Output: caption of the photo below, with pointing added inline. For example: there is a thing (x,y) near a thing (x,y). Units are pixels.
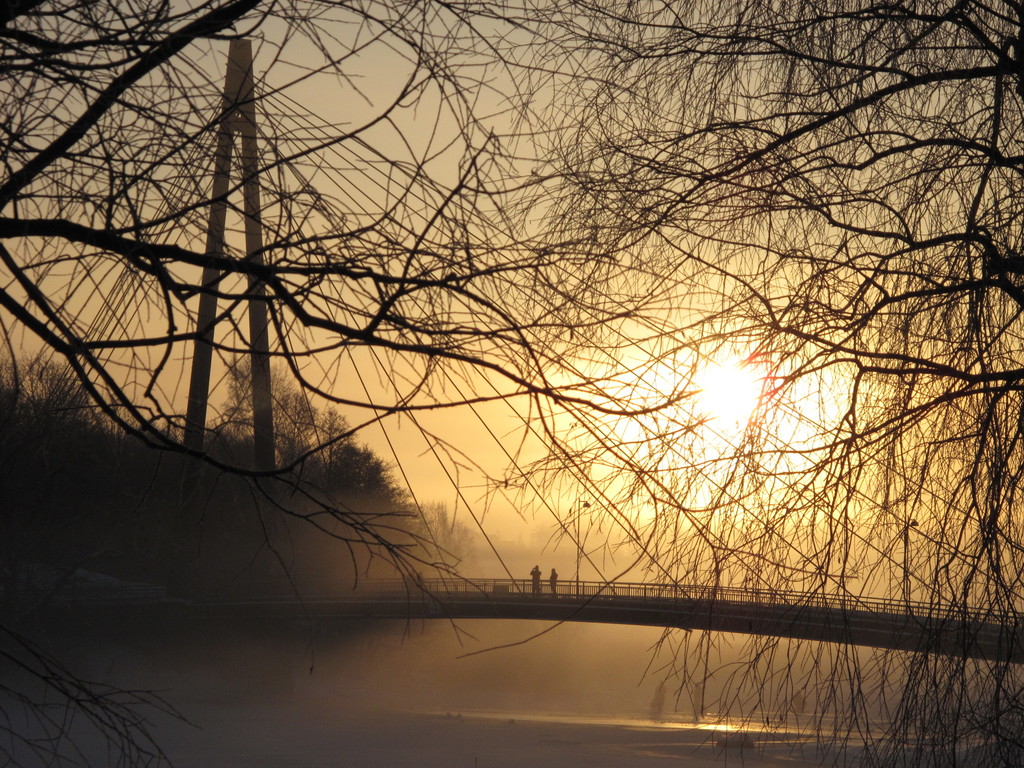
In this image we can see a bridge (648,618) and two persons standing on it. In the background (18,538) we can see trees (758,156), lights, water (461,691) and sun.
